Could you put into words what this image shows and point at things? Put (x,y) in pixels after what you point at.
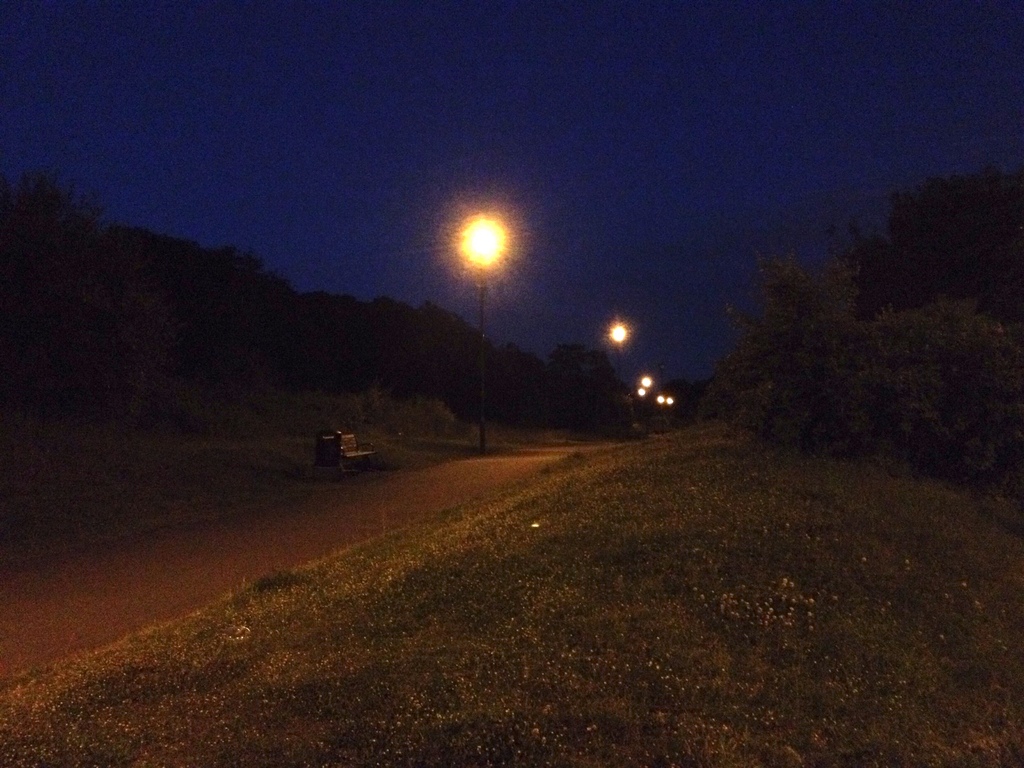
In the picture we can see a dark night and a grass surface (890,765) near to it, we can see a path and some street lights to the poles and in the background (184,313) we can see some plants (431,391), trees (173,302) and sky (253,231).
